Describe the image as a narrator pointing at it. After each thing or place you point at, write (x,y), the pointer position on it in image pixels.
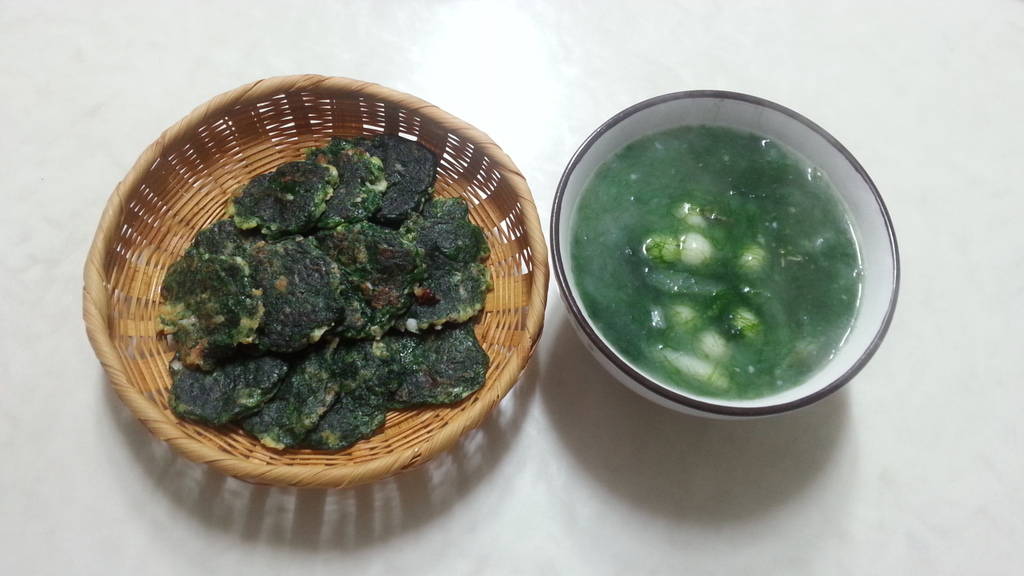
In this picture I can see there is some food (295,338) in a basket (270,97) and there is a bowl (793,274) of soup (699,241) placed on a white surface (890,556).
